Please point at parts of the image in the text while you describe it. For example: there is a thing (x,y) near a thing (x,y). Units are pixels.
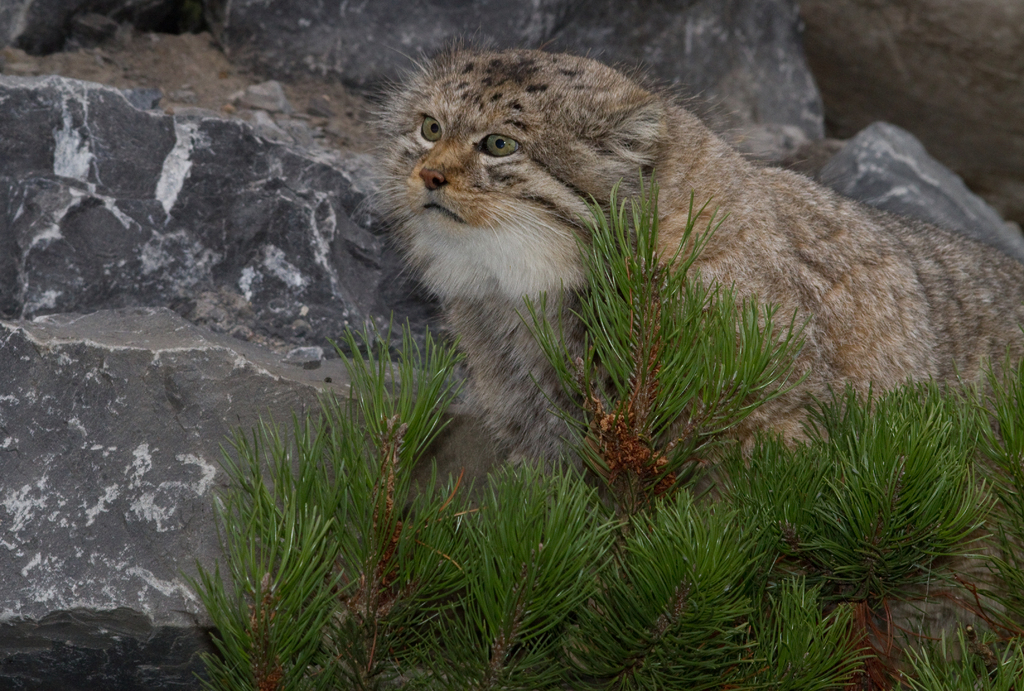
In the center of the image (525,237) there is a animal (574,208) on the ground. In the background (715,44) we can see rock (123,445).
